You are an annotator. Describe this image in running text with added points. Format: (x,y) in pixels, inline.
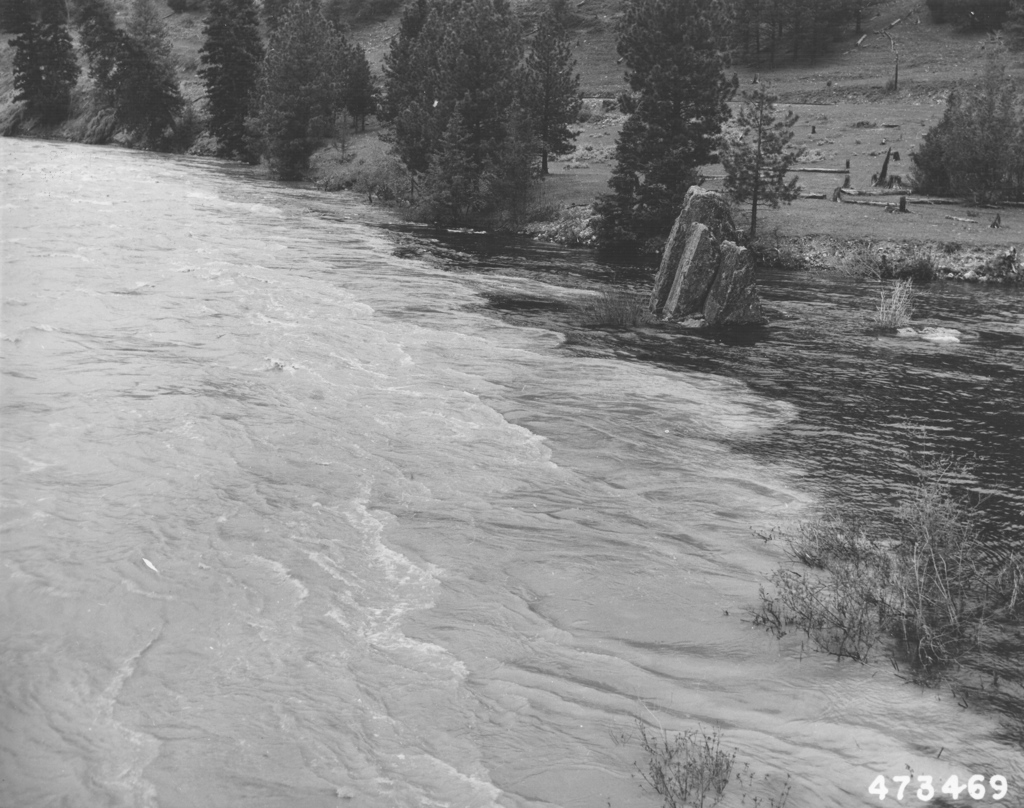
This picture is clicked outside. On the left (216,364) we can see a water body (355,337). On the right (703,54) we can see the trees (644,234), rocks (744,279) and many other objects (919,544). In the bottom right corner (1002,796) we can see the numbers (902,778) on the image.
